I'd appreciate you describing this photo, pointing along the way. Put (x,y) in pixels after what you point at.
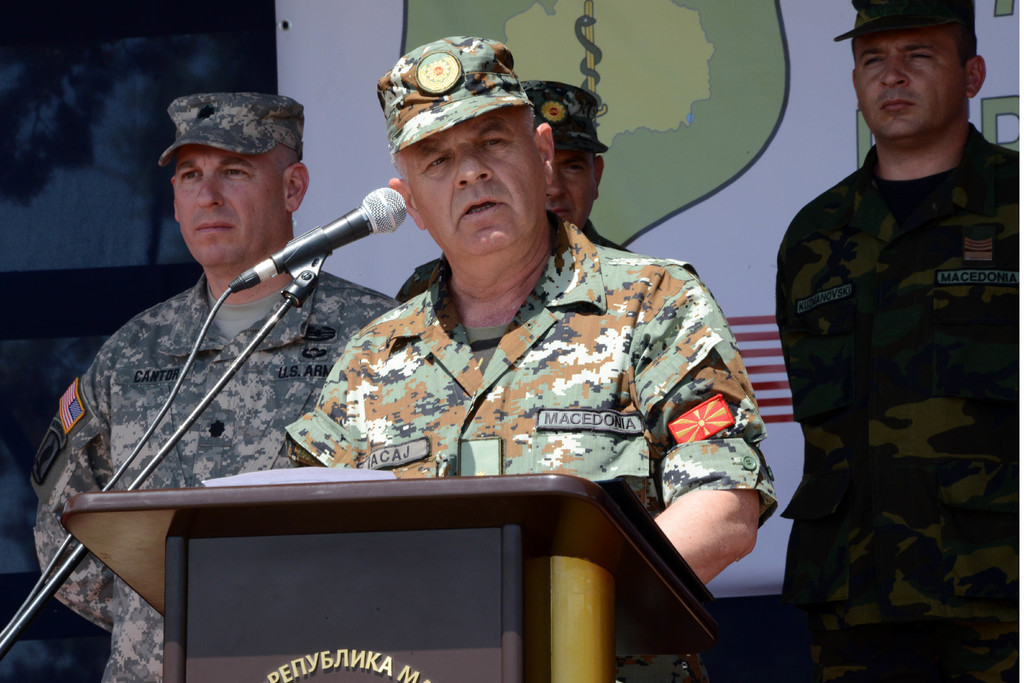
In this picture we can see a man (483,314) is standing in front of a podium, there is a microphone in front of him, there are three men (920,299) standing in the background (938,264), on the left side (136,268) there is glass (60,209), it looks like a banner (736,190) in the background (729,213).
